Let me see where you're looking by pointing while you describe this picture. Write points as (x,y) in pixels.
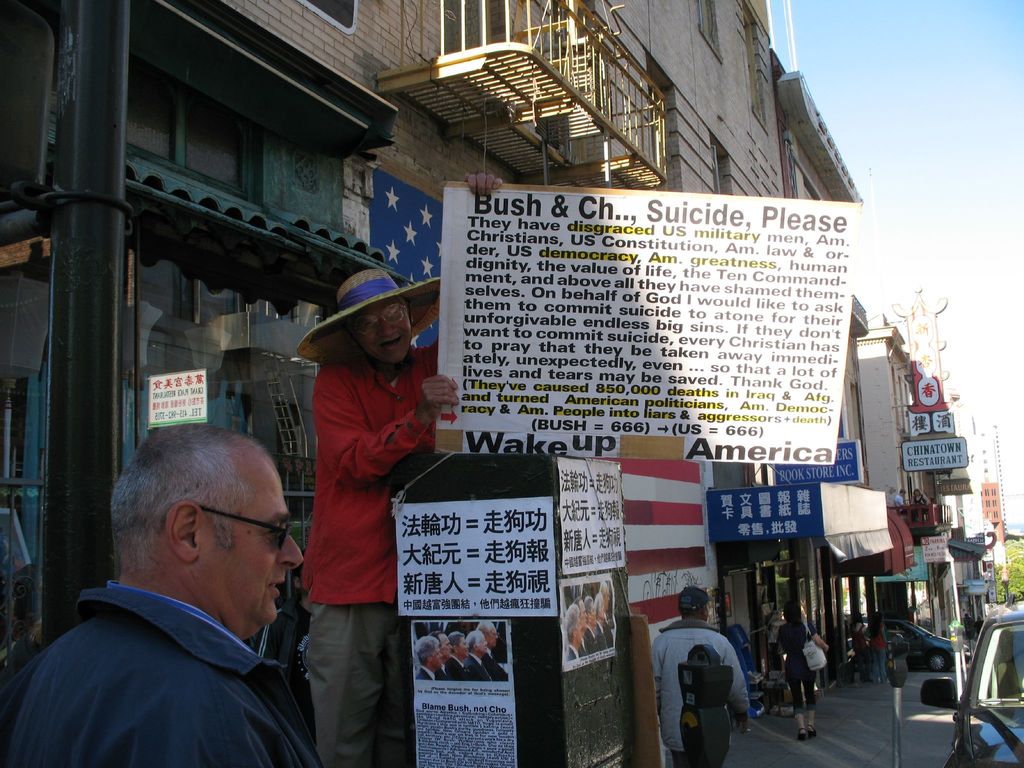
This is an outside view. On the left bottom of the image (182,673) I can see a man (137,694) wearing black color jacket (202,693) and looking towards the right side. Beside this person (224,703) there is a pillar (566,738) on which few papers (468,581) are pasted and there is a man (384,576) standing wearing red color jacket (342,446), cap (339,348) on the head (392,293) and holding a white color board (467,285) in the hands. On the right side (1007,661) there is a car (997,700), beside this I can see few people (818,638) are walking on the footpath (851,733). In the background (842,599) I can see some buildings (873,474) and boards (782,488). On the top of the image (939,100) I can see the sky (925,192).
